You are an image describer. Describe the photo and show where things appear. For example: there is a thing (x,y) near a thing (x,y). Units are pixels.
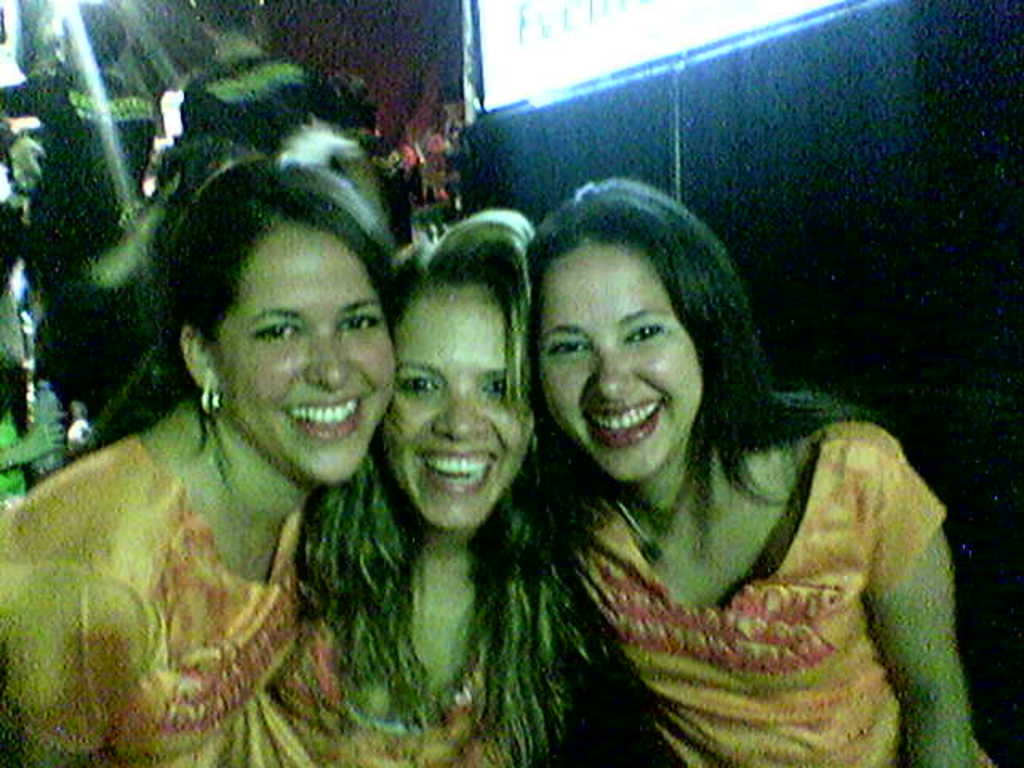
In this image in the foreground (312,462) there are three women (556,589) who are smiling, and in the background (131,163) there are some people (197,94) and some lights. On the right side (932,272) there is a wall (938,253) and some board (565,24).
